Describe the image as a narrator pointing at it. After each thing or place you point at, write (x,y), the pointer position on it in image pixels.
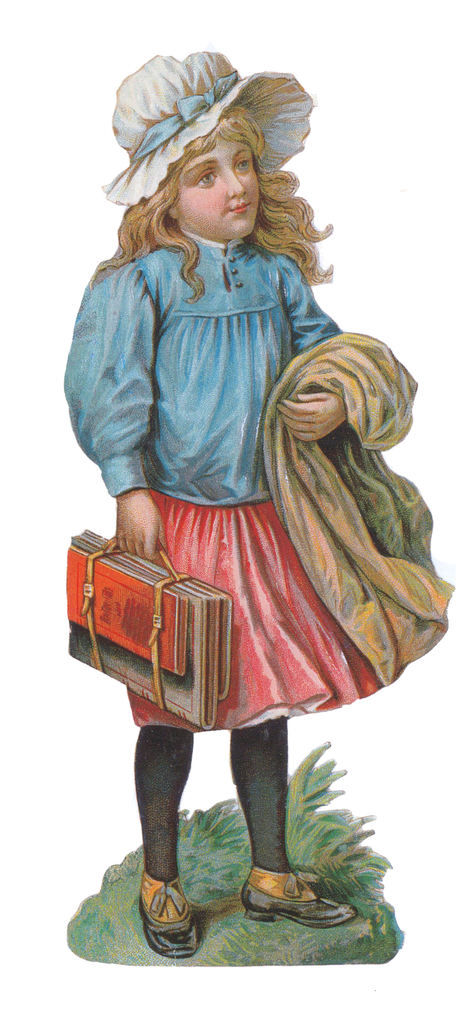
This looks like a painting. This is a girl (254,584) holding a bag (201,611) and a cloth (343,489) in her hands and standing. Here is the grass (225,878). The background (31,829) looks white in color.
